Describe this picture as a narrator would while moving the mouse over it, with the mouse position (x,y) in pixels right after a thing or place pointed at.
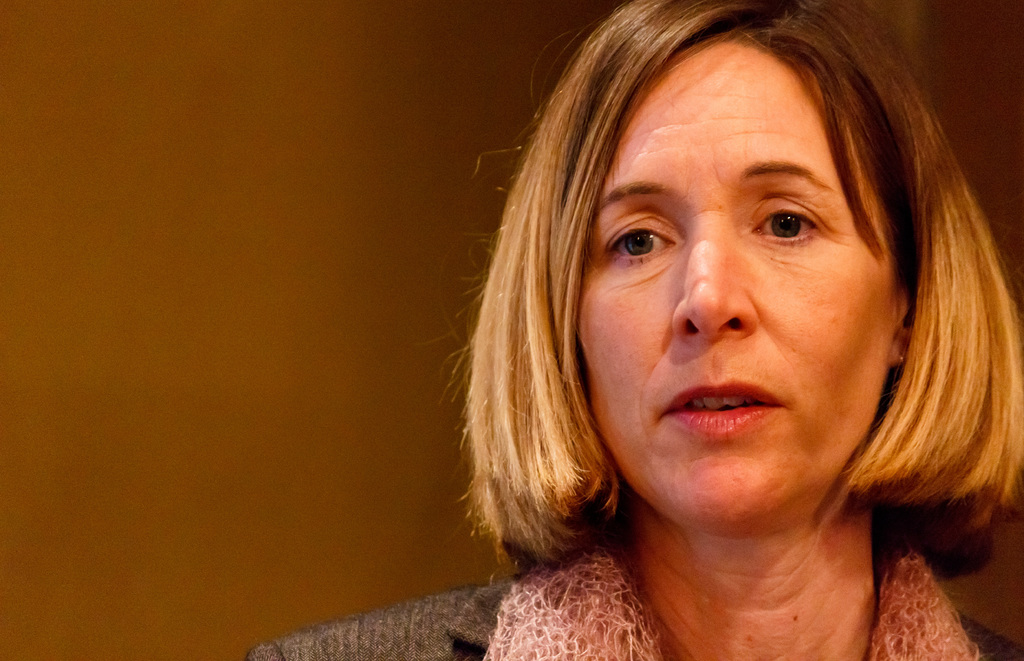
In this image we can see a lady (696,491).
